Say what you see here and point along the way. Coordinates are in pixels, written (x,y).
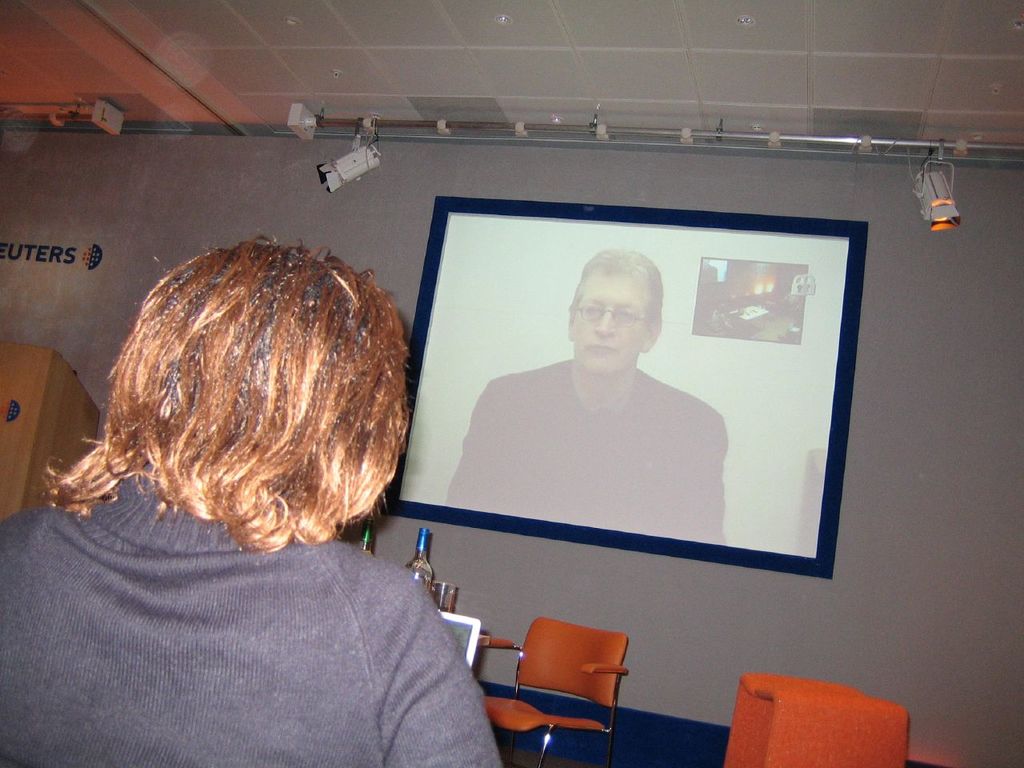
In this image there is a screen (662,358) attached to the wall (567,177). On the left side (189,588) there is a person (238,659) who is looking at this screen (586,446). In the background (786,720) there are two chairs (774,727) and few bottles (424,568).
